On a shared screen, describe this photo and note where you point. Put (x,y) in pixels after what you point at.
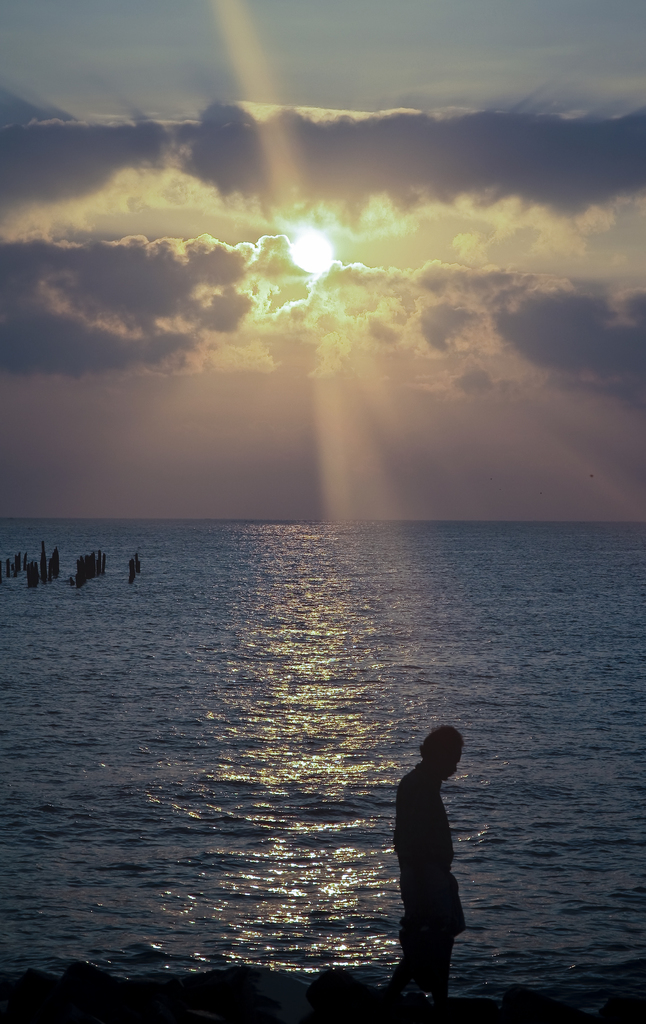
In this image in the right (431,867) a person (430,899) is standing. In the background (389,941) there is water body (254,603). The sky (246,395) is cloudy. There is sun (306,257) in the sky (341,263).
